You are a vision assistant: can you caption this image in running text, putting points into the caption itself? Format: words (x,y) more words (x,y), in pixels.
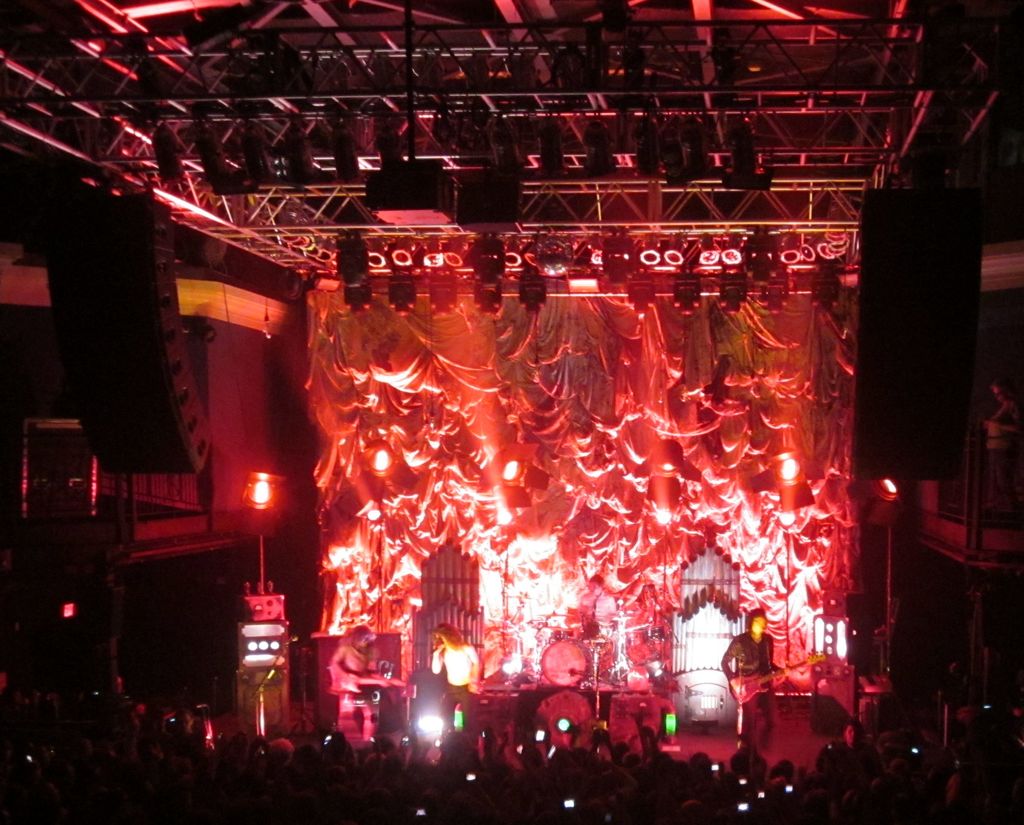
This picture shows a music show a man (468,667) standing and couple of them (353,664) holding guitars (754,695) in their hands (732,677) and we see drums (567,680) and few lights (893,508) and we see audience (447,824) and we see few lights (527,298) to the roof (486,208) and a cloth (527,415) on the back (457,414).
